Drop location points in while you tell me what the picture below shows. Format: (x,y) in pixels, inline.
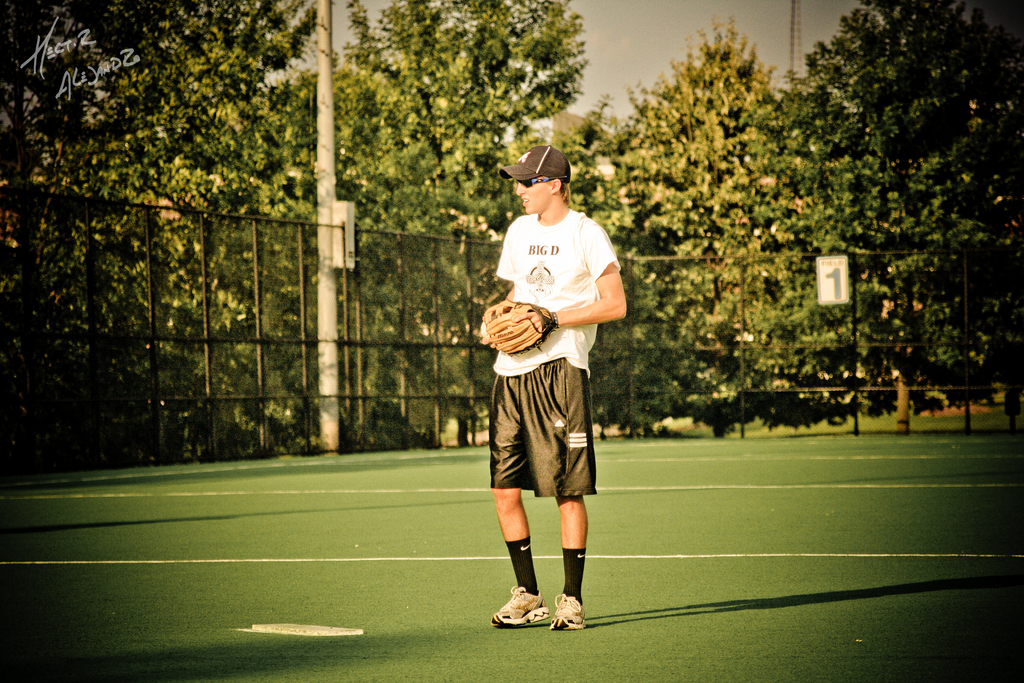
In this image a man (541,404) is standing on the ground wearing cap (534,158), sunglasses (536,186) and white t-shirt (548,272). In the background (449,133) there are trees (436,135), pole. There is boundary (234,243) around the ground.
